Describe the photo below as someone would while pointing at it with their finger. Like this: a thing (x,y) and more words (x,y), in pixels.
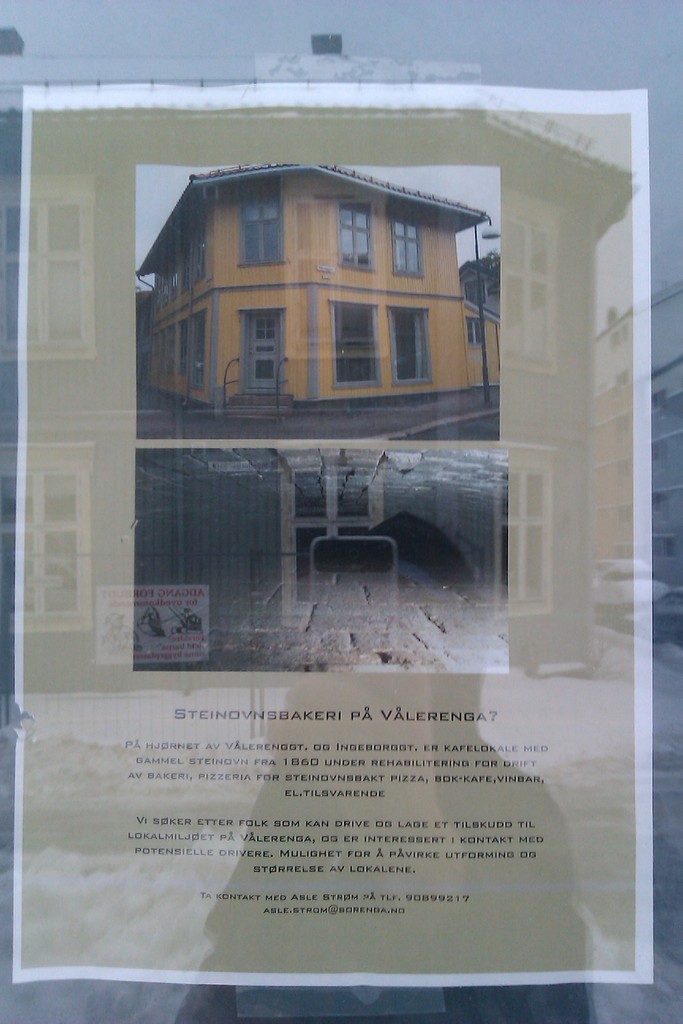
In this picture I can see there is a poster (315,802), there is an image of the building (351,359) and a door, there is a glass door (493,62) in front of the poster (366,760), there is a reflection (328,856) of a person (388,731) clicking the image on the glass (406,817).
